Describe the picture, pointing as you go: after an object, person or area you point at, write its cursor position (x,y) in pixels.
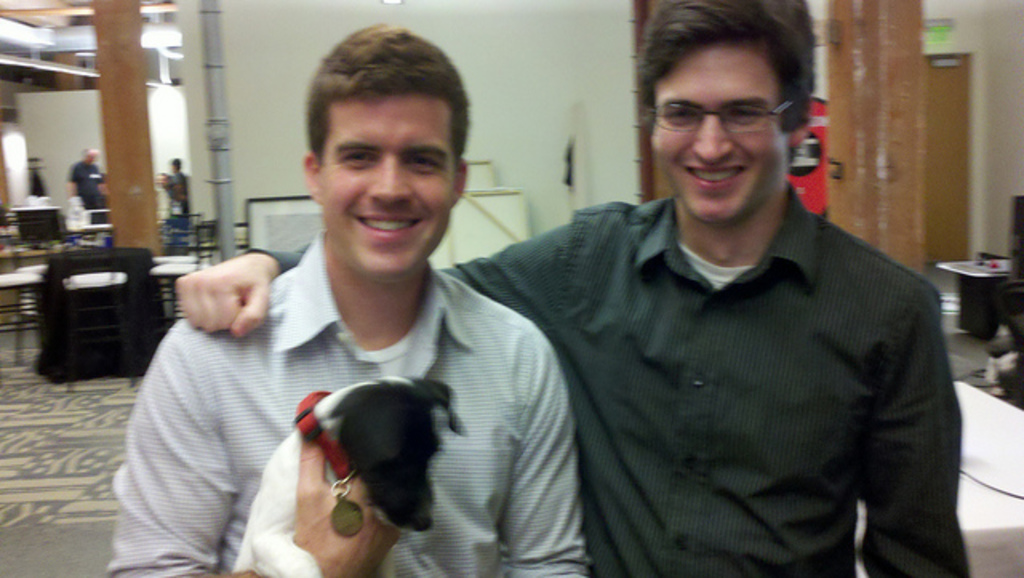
The four persons (565,286) are standing. On the right side of the persons (565,251) are smiling. one person (595,223) is wearing spectacle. Another person (523,321) is holding a dog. We can see in the background (243,205) wall (246,149), board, table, pillar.
